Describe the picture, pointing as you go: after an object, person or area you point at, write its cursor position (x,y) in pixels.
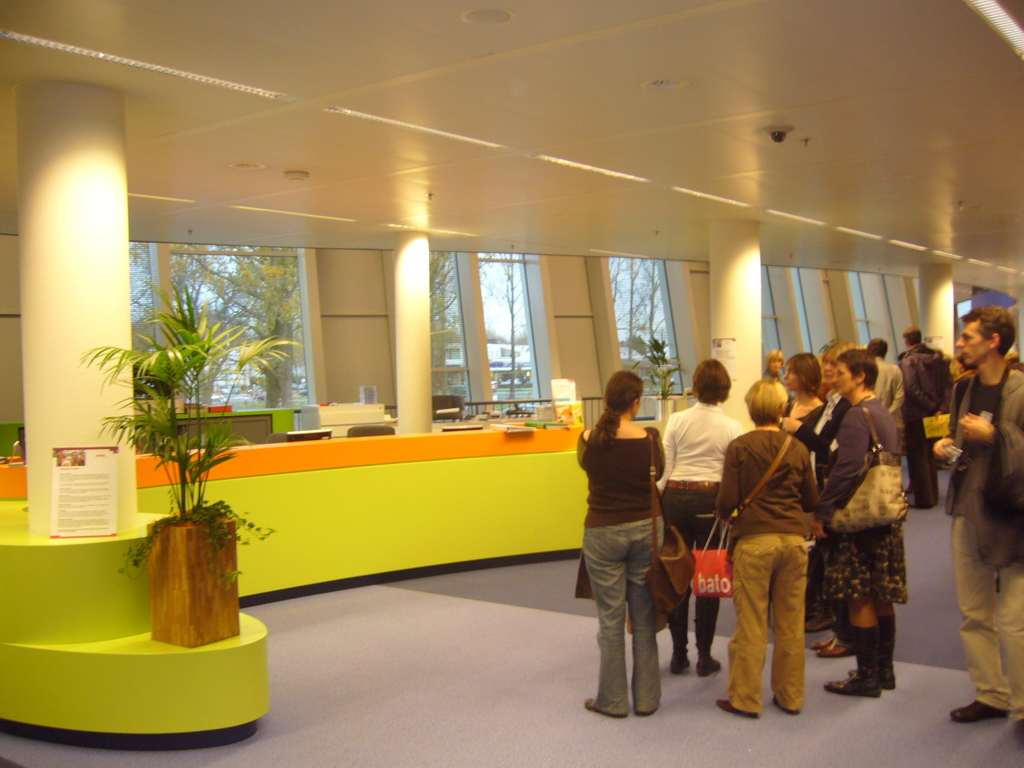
In this picture I can see there are few people (843,535) standing here and they are women (768,573) wearing hand bags (732,555) and there is a man (995,334) standing here and on the left (176,422) there is a plant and there are lights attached to the ceiling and there are desks (385,407) here and in the backdrop (269,280) there is a window (520,265) and there are trees (269,276) visible from the window (276,314).
